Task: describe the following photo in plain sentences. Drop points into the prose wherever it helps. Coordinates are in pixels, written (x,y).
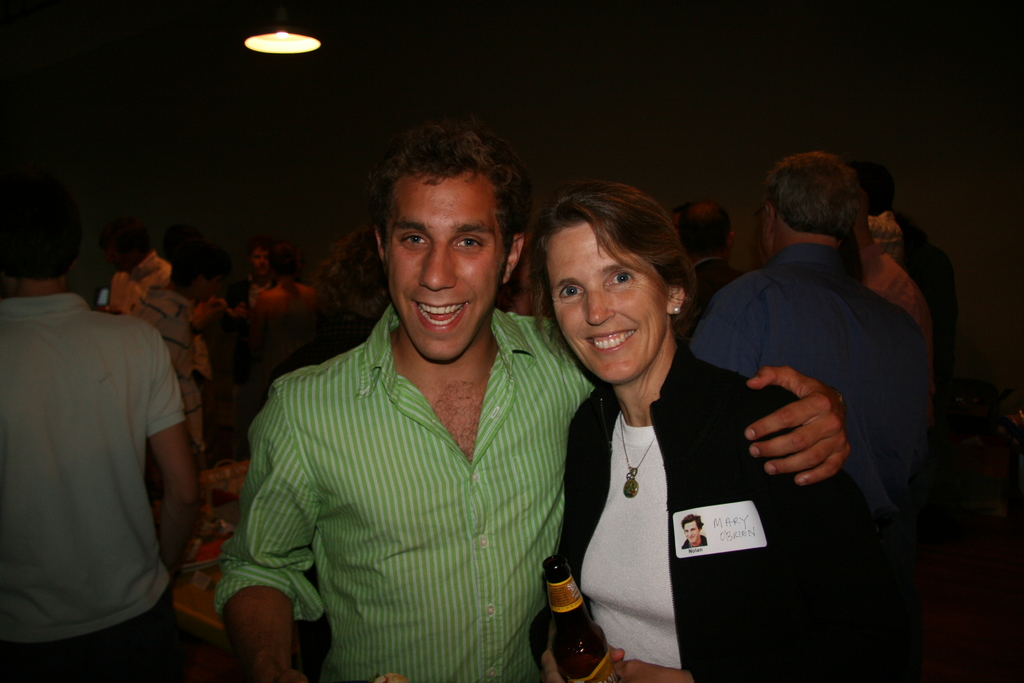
It is taken in a closed room (837,25) there are number of people (584,414) standing and in the center of the picture (672,373) there is a woman (745,583) wearing a black coat (746,615) and holding a bottle (574,611), beside her there is one person (537,483) wearing green shirt (399,518) and behind him there is a table (213,579) present.
